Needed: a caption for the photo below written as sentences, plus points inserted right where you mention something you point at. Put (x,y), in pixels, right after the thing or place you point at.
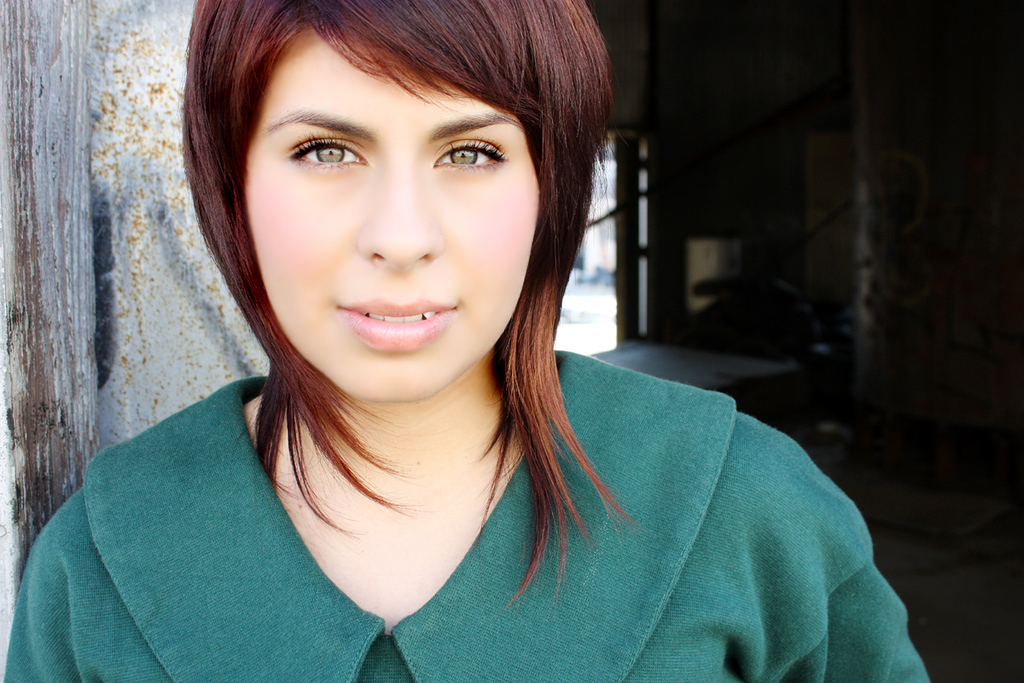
In this picture I can see a woman (464,567) and looks like a house (655,237) in the back (690,320).
